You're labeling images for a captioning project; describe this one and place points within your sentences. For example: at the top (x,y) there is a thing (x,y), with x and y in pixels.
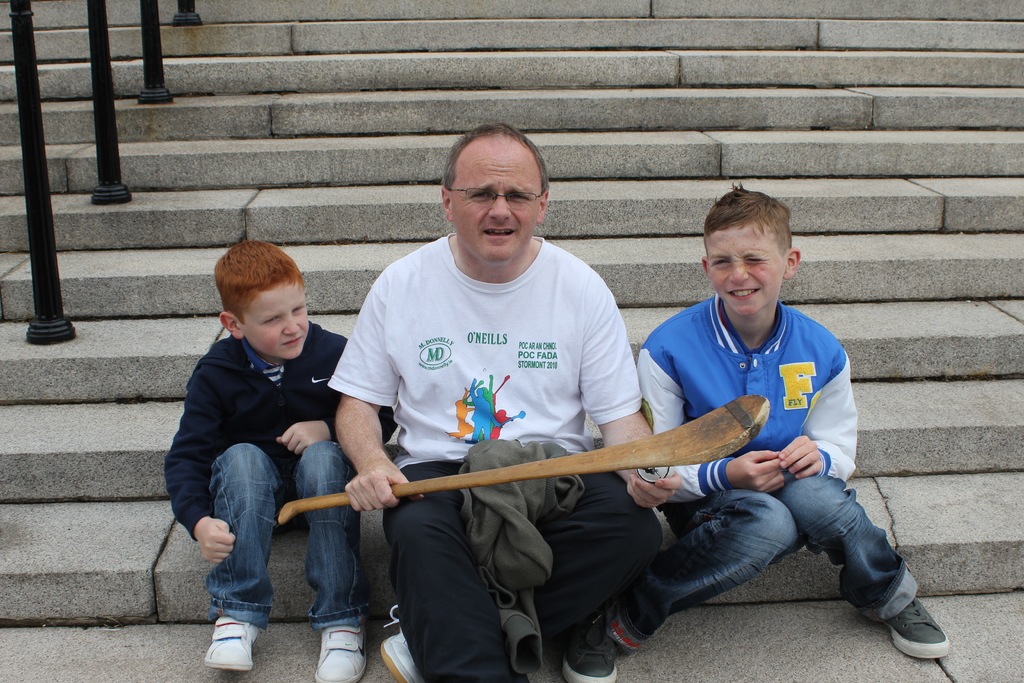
In this image I can see three persons (344,570) are sitting on the steps (953,580) and one person (568,549) is holding a stick (676,462) in a hand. In the left top (196,19) I can see pillars (98,167). This image is taken during a day.
